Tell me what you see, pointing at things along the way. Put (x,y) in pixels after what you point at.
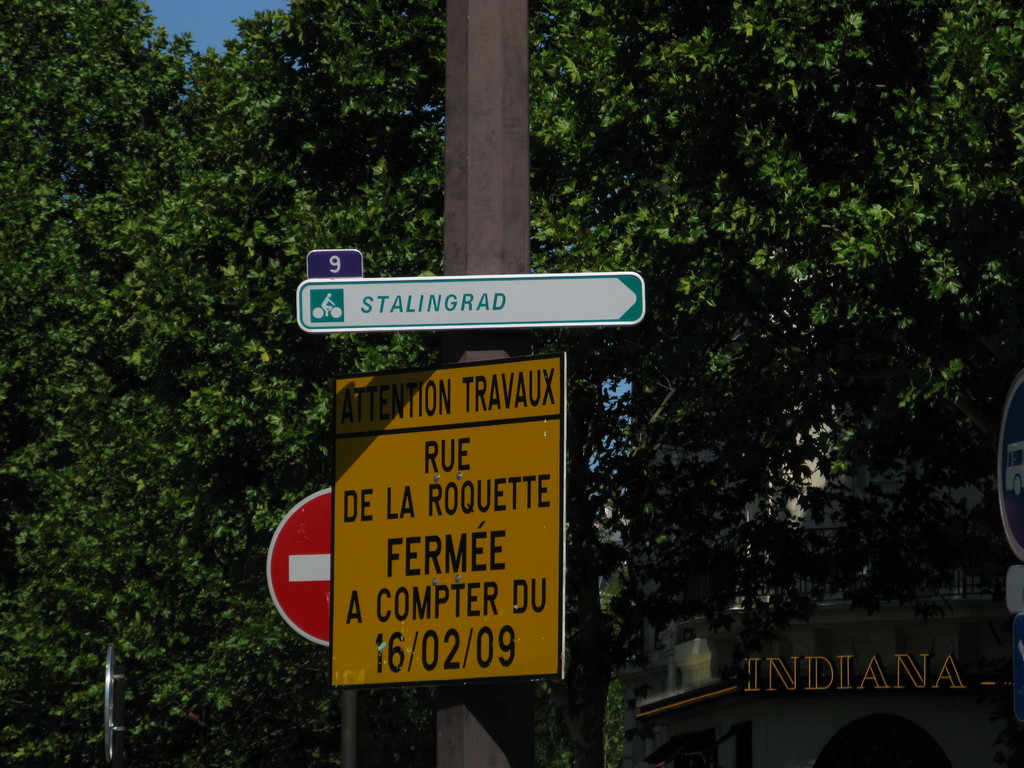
In the image there is a pole (487,714) and to that pole (460,344) there is a signboard (358,297) and another board (460,408) with some text (459,455) are attached. Behind the pole (486,180) there are trees (648,324) and behind the trees (661,561) there is a building (726,701).
